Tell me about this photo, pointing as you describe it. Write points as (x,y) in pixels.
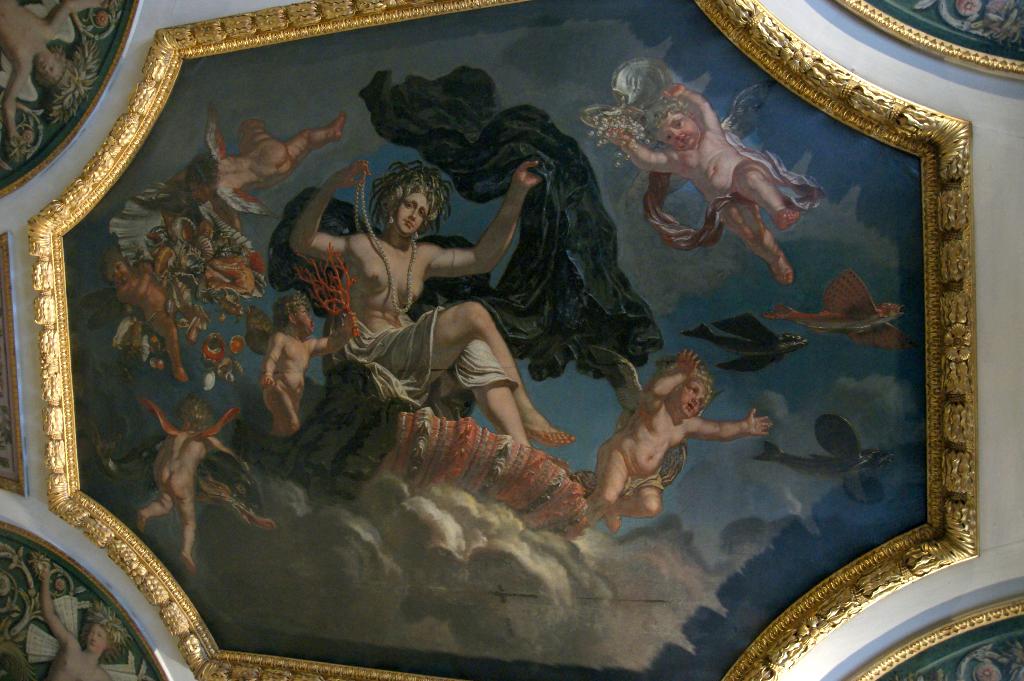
In this image I can see few people (387,309), black cloth (560,222) and few objects (842,313) inside the frame (933,529). The frame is colorful.
